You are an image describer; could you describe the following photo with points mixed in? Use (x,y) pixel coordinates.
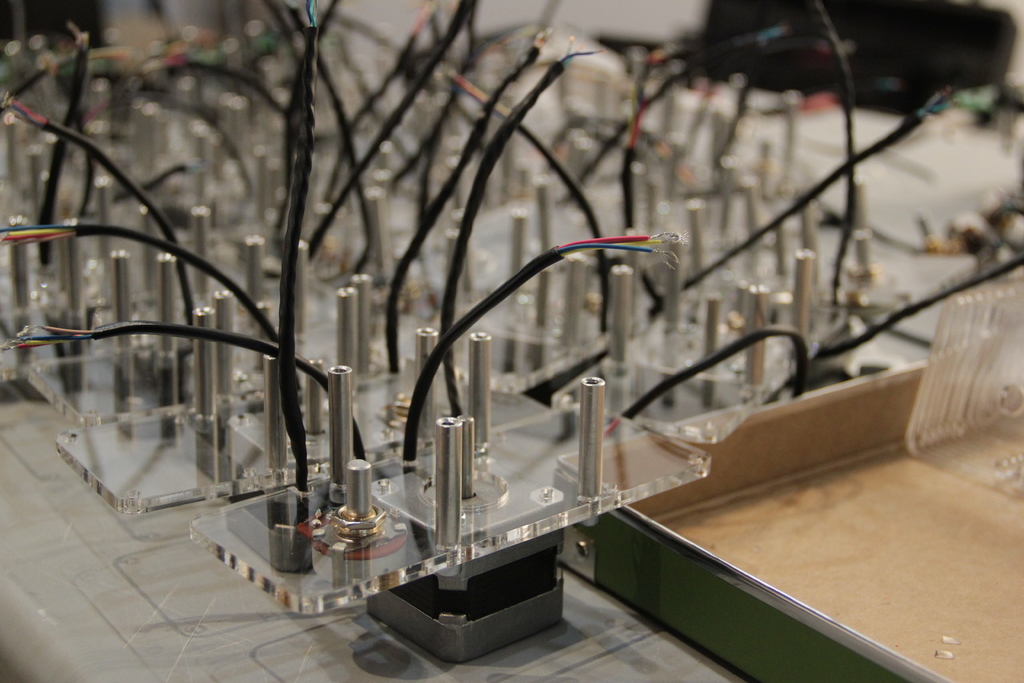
In the picture I can see few black wires (346,146) and some other objects (529,198).
